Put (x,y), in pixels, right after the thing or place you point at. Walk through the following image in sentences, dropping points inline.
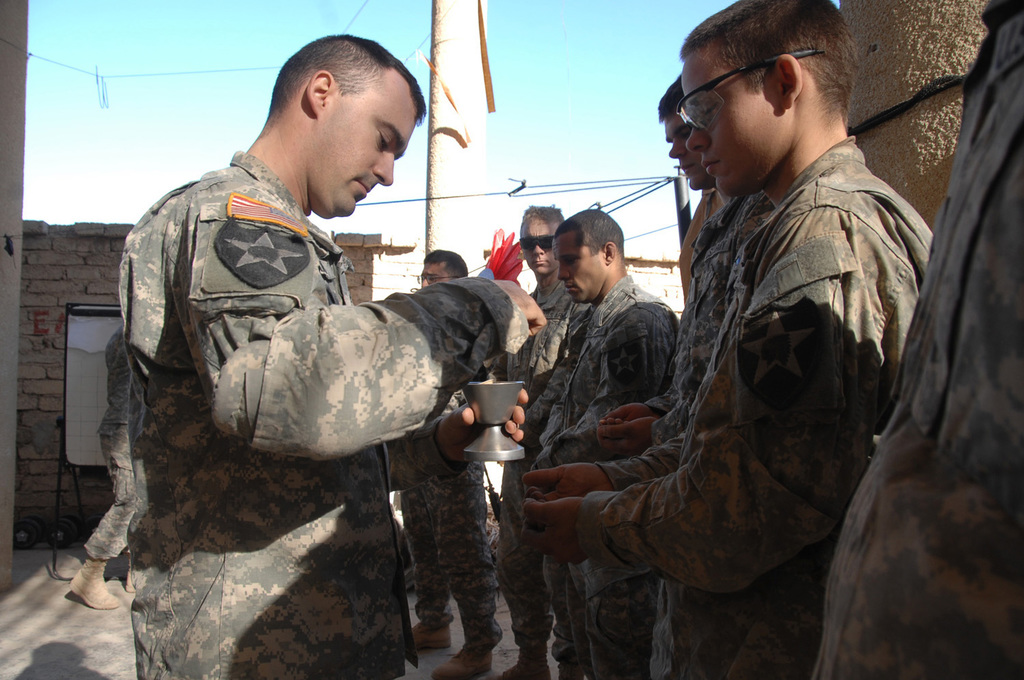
In this picture we can see some military soldiers (545,406), standing in the queue (583,425). In the front (523,426) we can see a soldier (523,426) standing and holding the silver goblet (502,422) in his hand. Behind there are some brick walls (336,243). On the top (239,109) we can see the sky (239,109).
